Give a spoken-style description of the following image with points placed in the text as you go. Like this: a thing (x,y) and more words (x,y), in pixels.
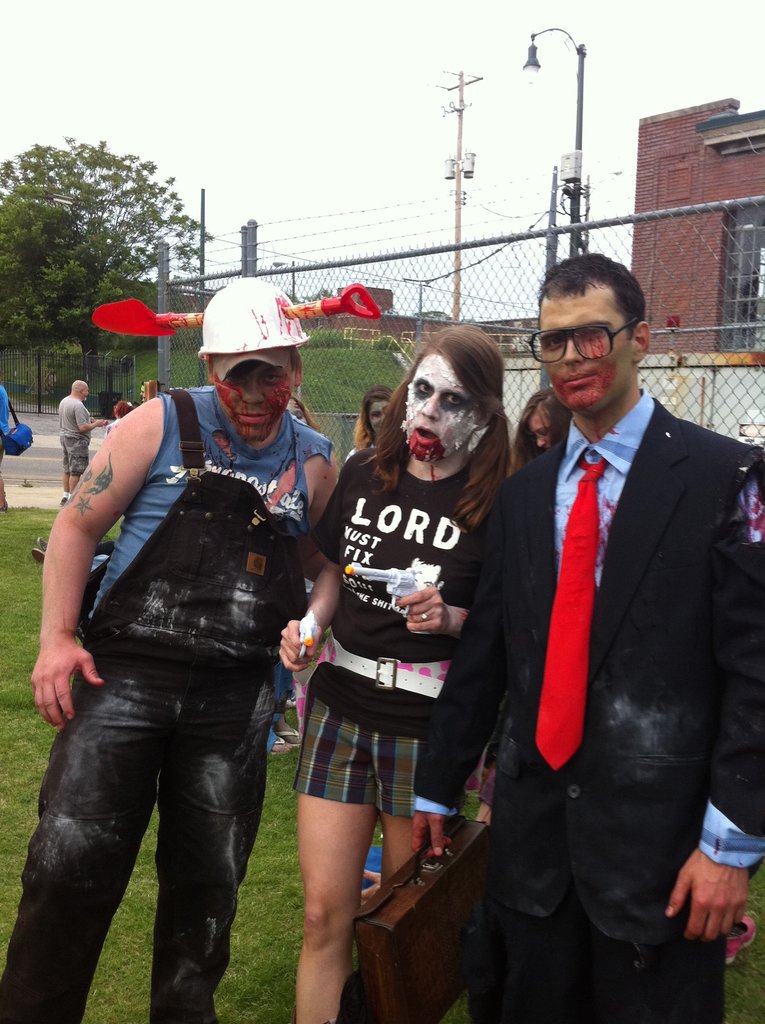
In this image I can see three people (301,568) with different color dresses (350,628). I can see one person (548,854) is holding the bag (394,907). And another person (151,420) is wearing the helmet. In the back (72,416) I can see few more people (60,417) and the net wall (371,326). In the background (477,81) I can see the light pole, current pole (477,81), building (693,198), trees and the sky (461,53).
